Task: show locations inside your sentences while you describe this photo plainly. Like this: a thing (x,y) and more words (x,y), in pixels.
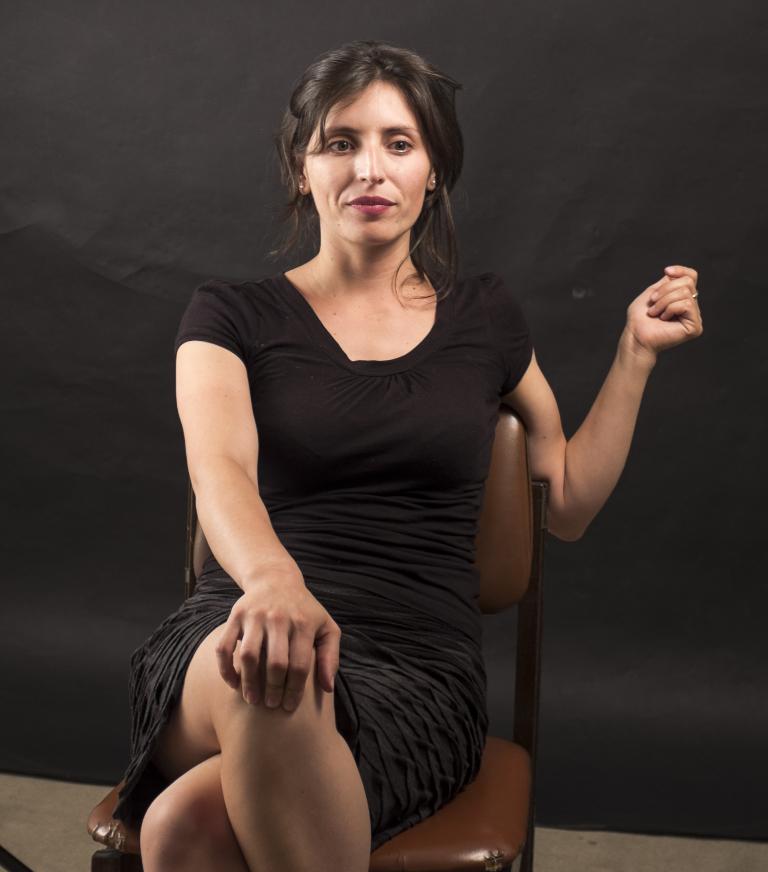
In this image I can see a woman (335,532) is sitting. I can see she is wearing black colour dress (396,509) and I can see colour of this chair (485,815) is brown. I can also see black colour in background (707,387).
